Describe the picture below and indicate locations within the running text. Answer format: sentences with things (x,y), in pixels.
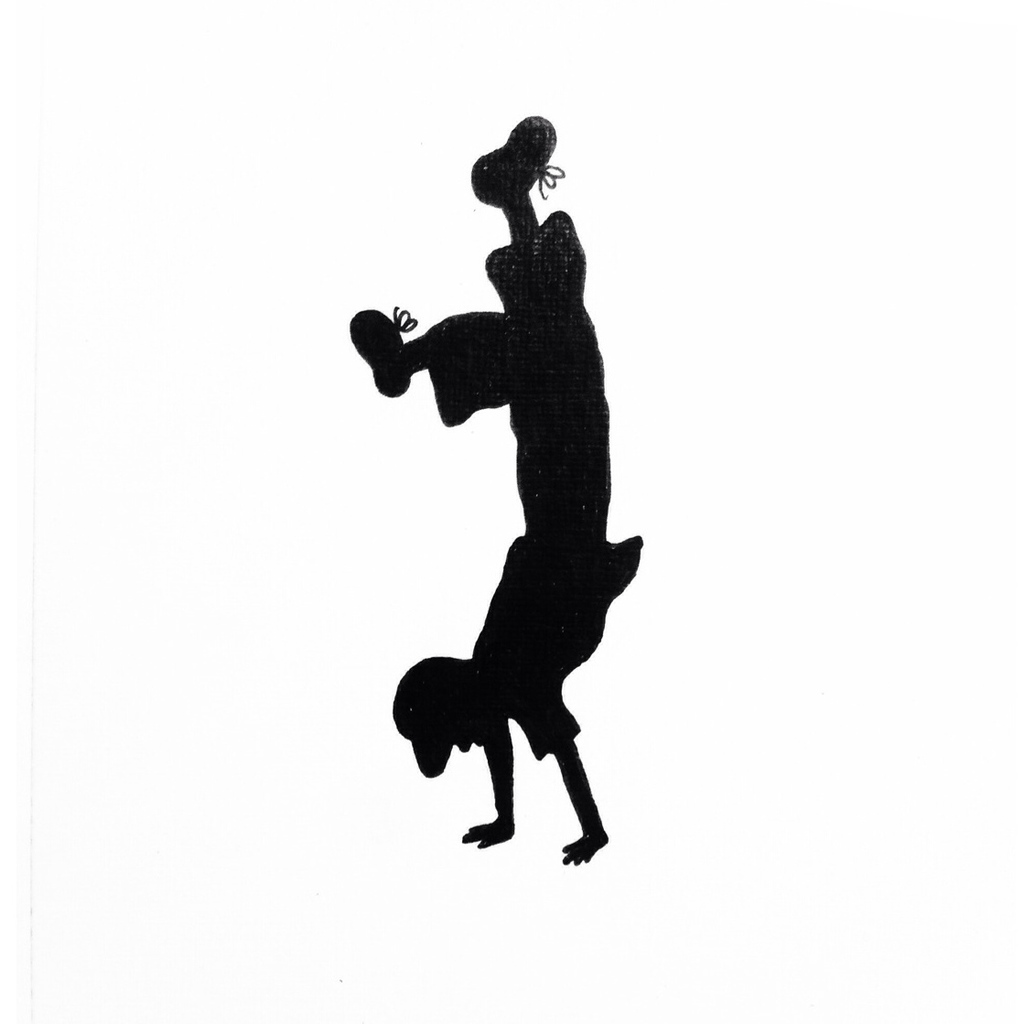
In this image there is boy (422,698) in upside down position.
